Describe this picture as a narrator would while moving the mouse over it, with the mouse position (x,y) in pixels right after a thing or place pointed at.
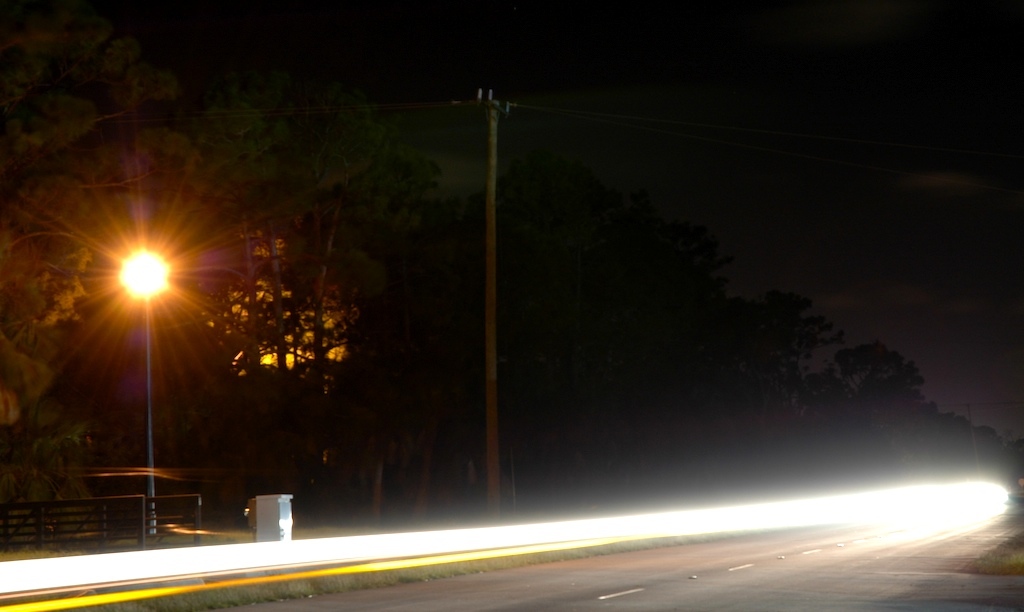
In this image, we can see some trees (536,275). There is a pole (494,335) beside the road (471,610). There is a street light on the left side of the image (144,247). There are metal grills (110,525) in the bottom left of the image (138,513). At the top of the image (604,71), we can see the sky (605,52).
